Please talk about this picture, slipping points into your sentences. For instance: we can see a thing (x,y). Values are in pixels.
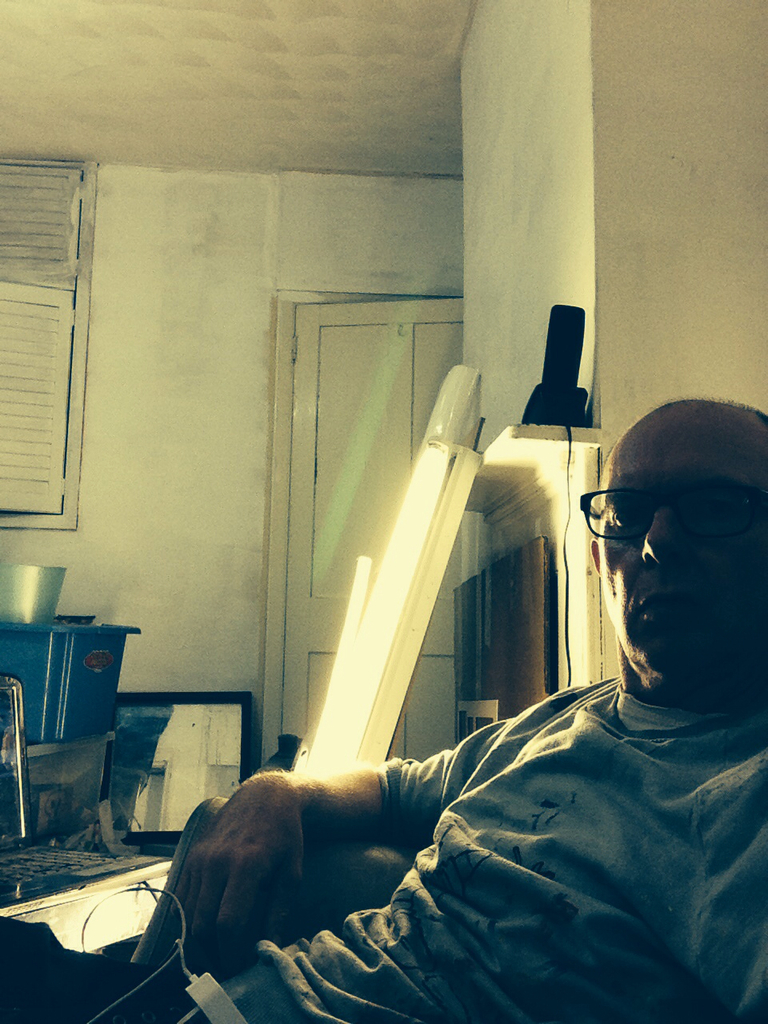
In the foreground of the picture (504,760) there is a person (498,742). In the center of the picture (426,594) there are lights (380,667). On the left (84,687) there are boxes (78,750), window (15,297), wall (122,617) and other objects (8,617). In the middle of the picture (361,373) we can see a door (312,505). On the right (608,131) it is wall (603,210).
